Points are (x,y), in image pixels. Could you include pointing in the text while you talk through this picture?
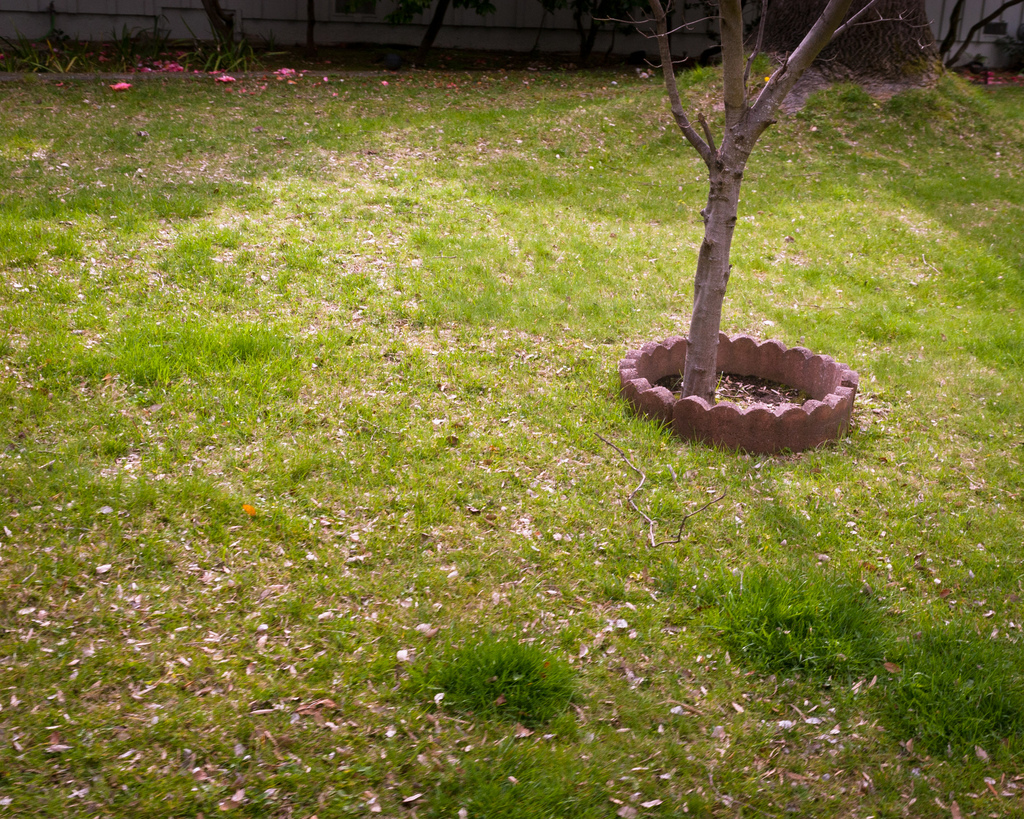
In the foreground of this image (489,703), there is a grassland (625,607). There is a tree (715,249) in the middle (630,398) and the stone boundary (639,386) to it. On the top (217,29), it seems like there are trees (864,50) and the wall (531,46).
